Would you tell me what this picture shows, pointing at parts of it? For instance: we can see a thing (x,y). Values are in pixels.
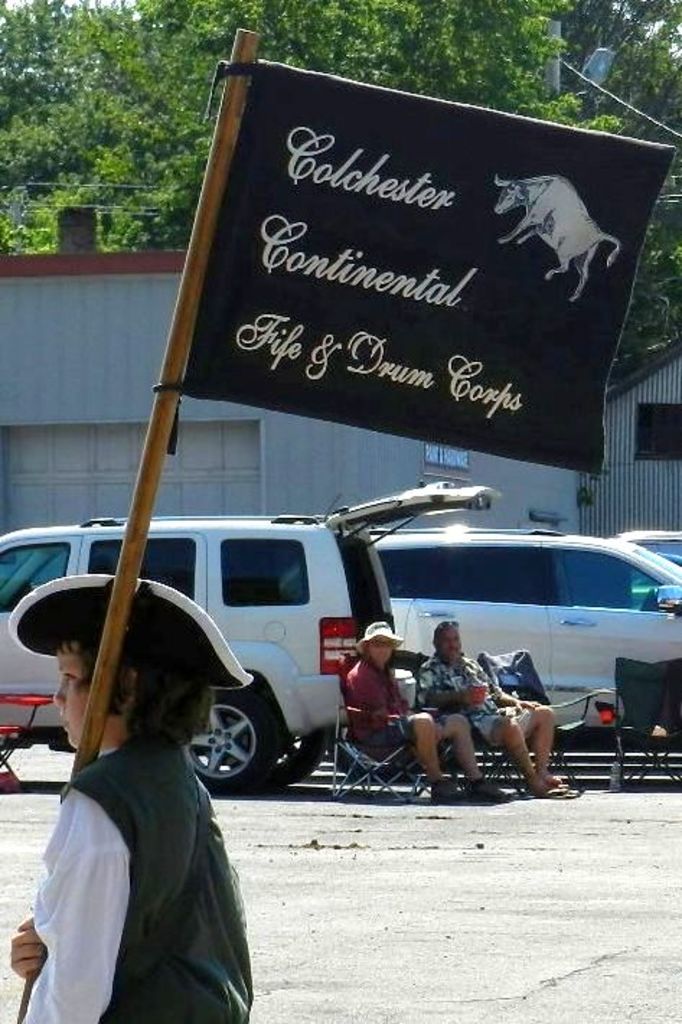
In this image, we can see a child (118,810) holding a stick (102,701) with banner (376,374). Background (368,715) we can see two persons (372,705) are sitting on the chairs (368,777). Here we can see chairs (484,666), vehicles (473,497), houses (615,494), walls (609,499), trees (654,138), poles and wires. At the bottom (421,919), we can see the path (435,914).
